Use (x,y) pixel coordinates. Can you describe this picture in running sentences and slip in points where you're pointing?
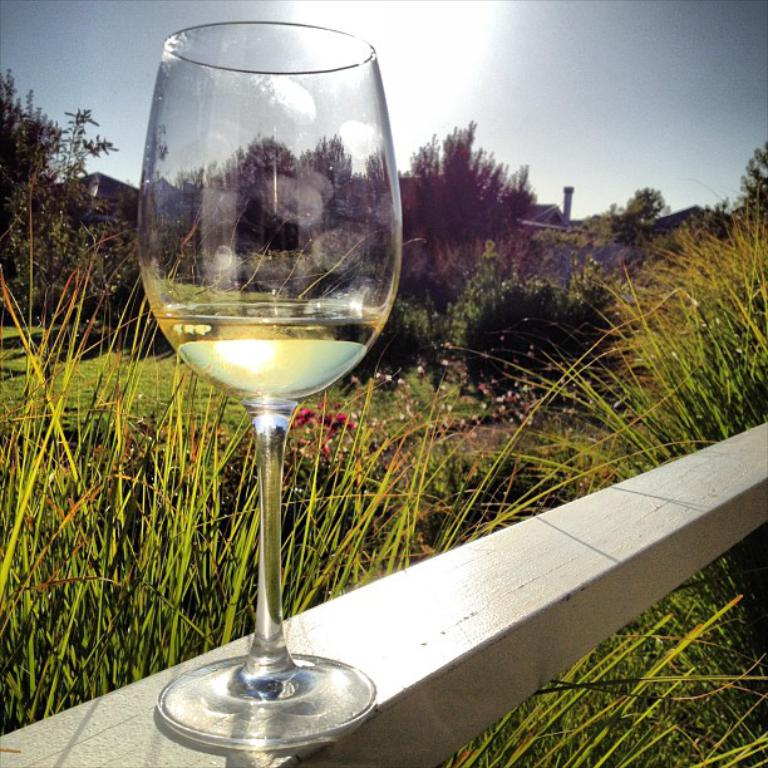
In this image I can see a glass (153,281). In the background (315,427) I can see plants (336,451), grass (220,419), number of trees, a building (534,215) and the sky (439,76).
